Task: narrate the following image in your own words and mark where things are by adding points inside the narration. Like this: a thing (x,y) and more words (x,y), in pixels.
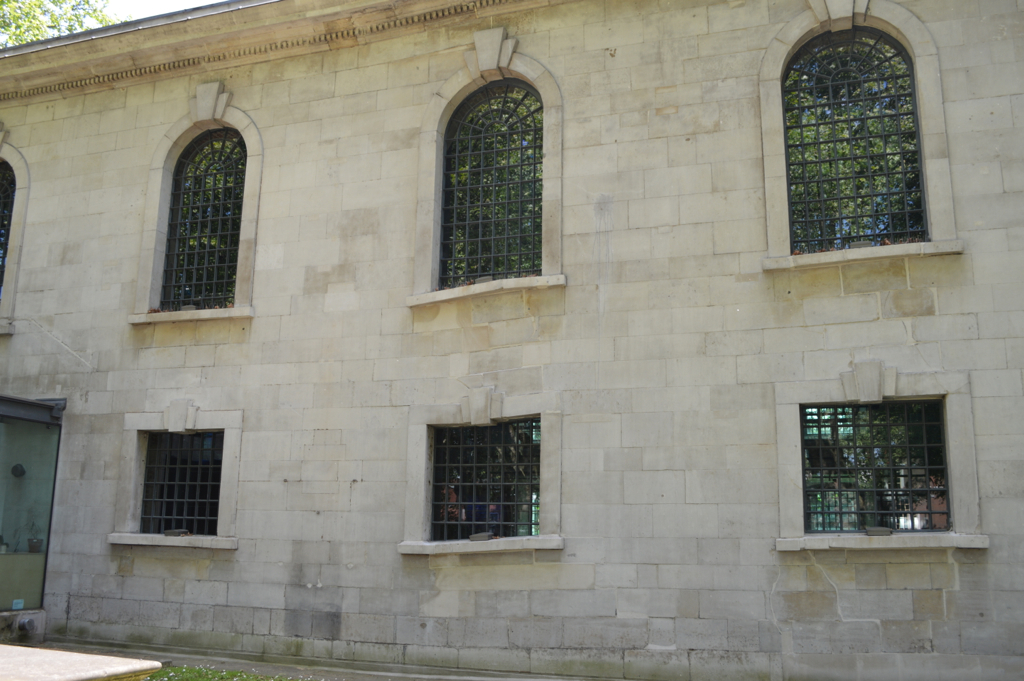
In this picture we can see a wall (239,444) of an old building (248,220) with square shaped windows (179,437) at the bottom (915,461) and U shaped windows (213,276) at the top (542,173) and the windows (214,258) have iron grills (469,216).
